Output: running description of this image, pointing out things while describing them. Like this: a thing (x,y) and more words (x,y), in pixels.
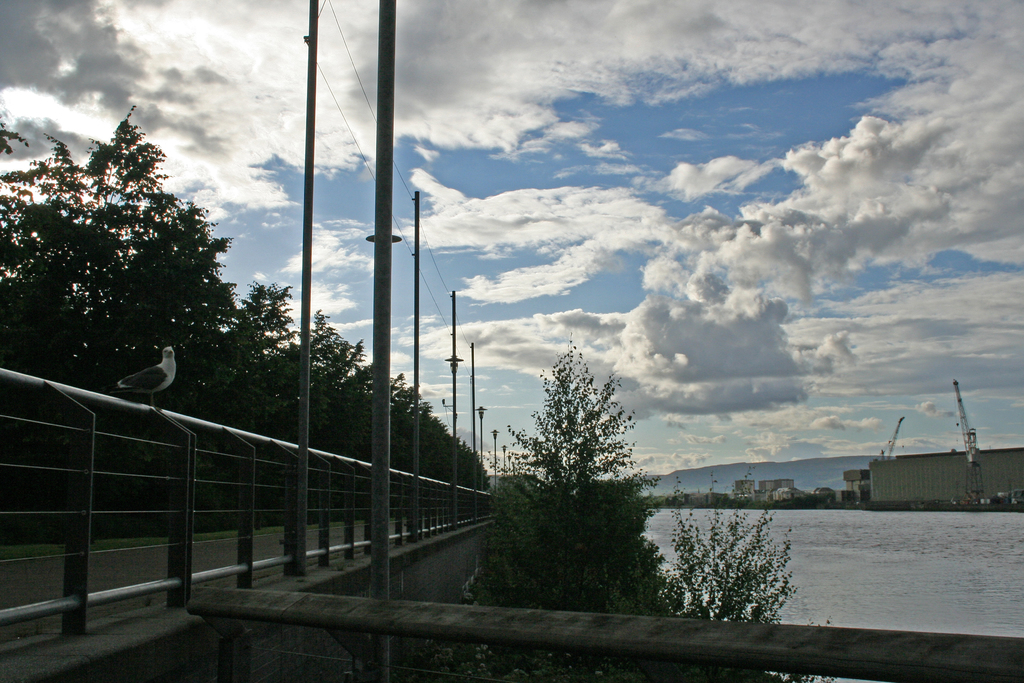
In this image we can see a lake (928,550). Left side of the image (276,514) poles (303,566), fencing (175,567) and trees (296,386) are present. One bird (157,367) is sitting on the fence (161,407). The sky (647,132) is blue color with clouds (744,335). Background of the image (919,485) buildings (853,485) are there.
